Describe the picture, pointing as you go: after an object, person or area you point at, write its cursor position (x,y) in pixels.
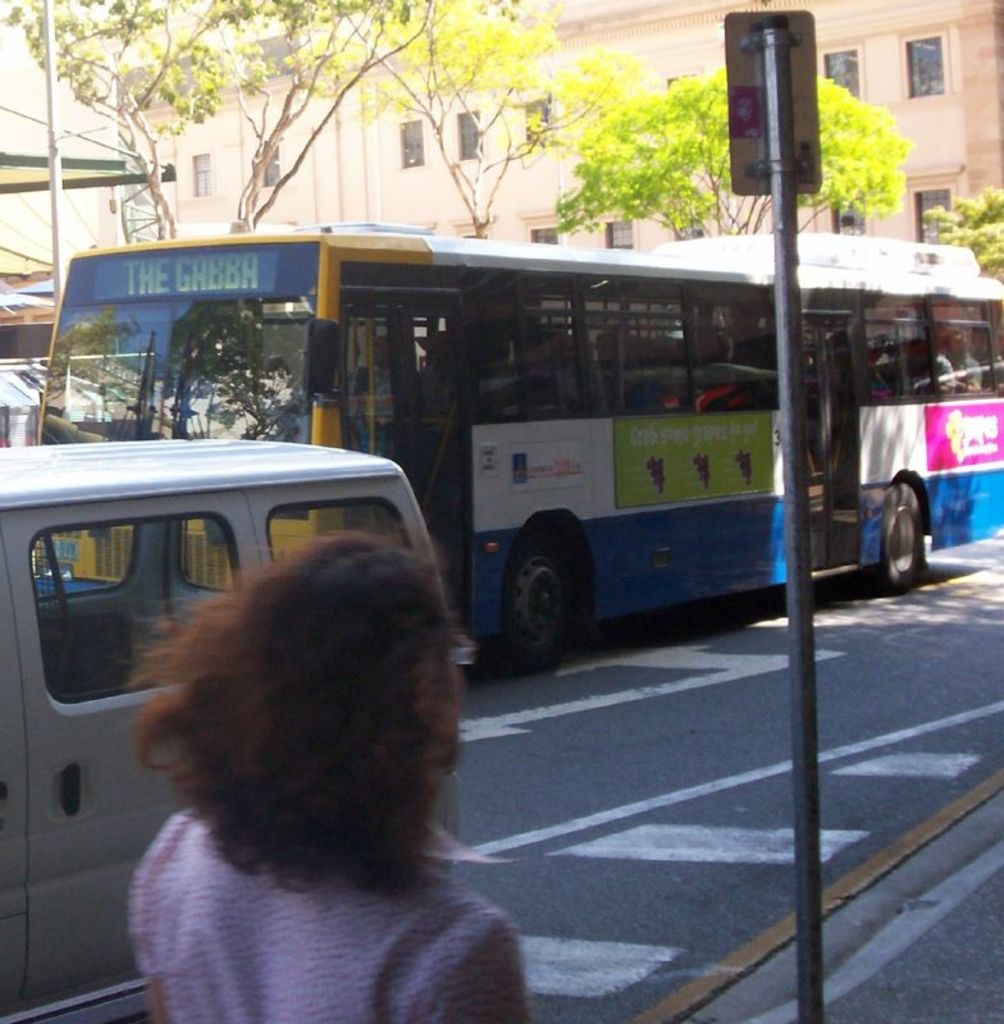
In this image I can see a person (310,867) wearing pink colored dress (294,966) is standing on the sidewalk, a pole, the road (731,774), few vehicles (673,591) on the road (694,836), few trees (623,108) and few buildings (561,114). In the background (457,110) I can see a building (513,111).
